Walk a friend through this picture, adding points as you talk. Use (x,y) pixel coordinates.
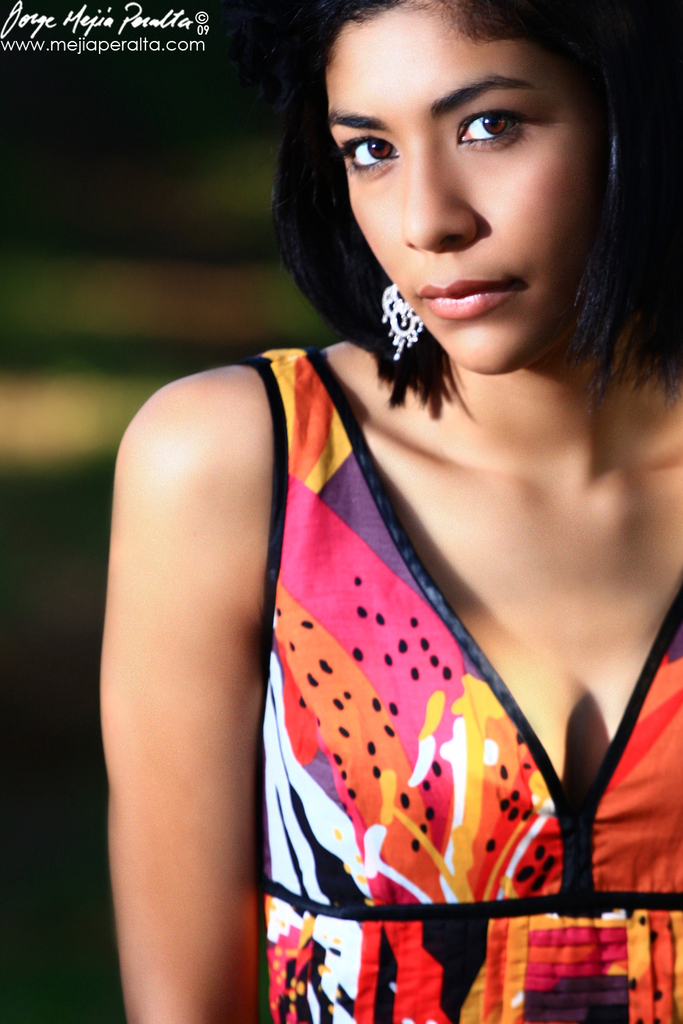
On the top left (18,11), there is a watermark (40,11). On the right side (567,374), there is a woman (607,454) watching something. And the background (166,210) is blurred.
